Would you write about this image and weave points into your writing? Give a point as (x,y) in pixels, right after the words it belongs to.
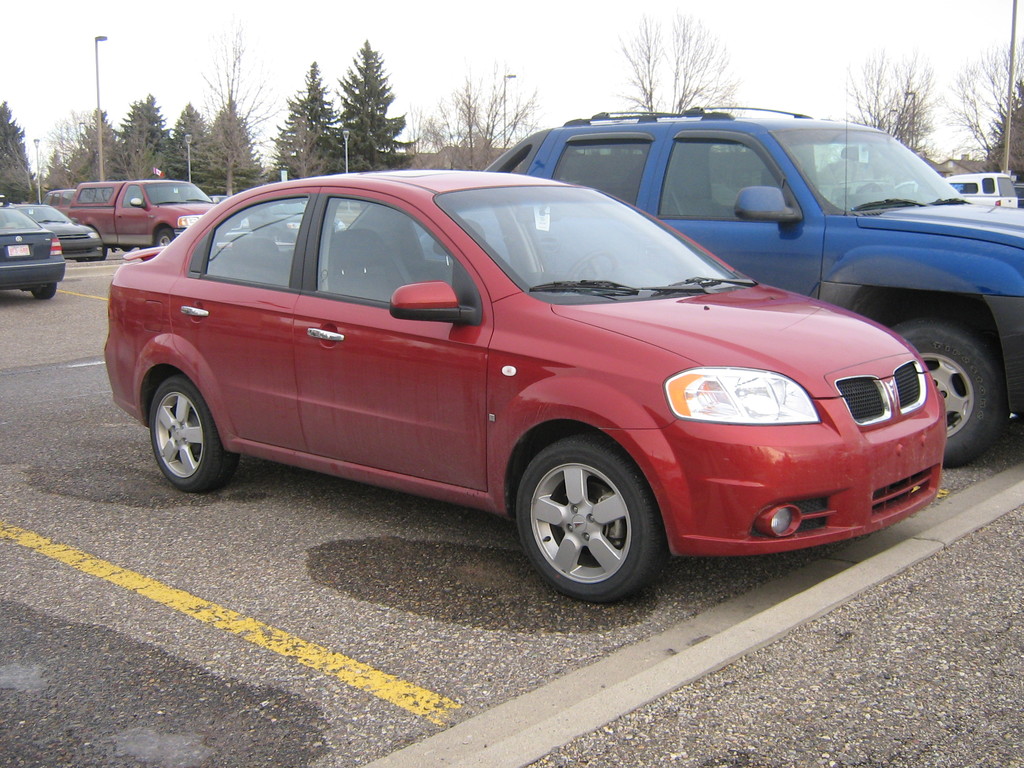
In the picture we can see a two cars (982,429) are parked on the parking surface (173,662), one is red in color and one is blue in color and behind it, we can see some cars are also parked and behind it we can see some poles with lights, trees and behind it we can see the sky (29,78).
